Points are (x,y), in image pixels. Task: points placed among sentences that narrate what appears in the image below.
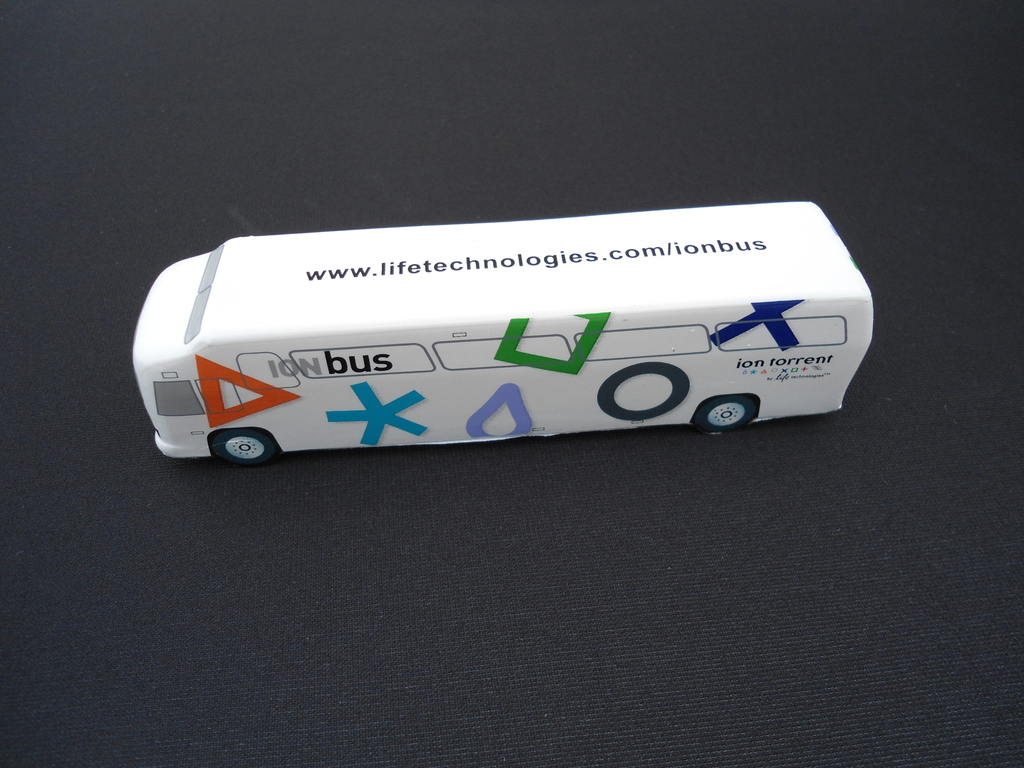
Here I can see a white color toy (229,329) which is looking like a bus (200,445) on a black color sheet (607,466).
